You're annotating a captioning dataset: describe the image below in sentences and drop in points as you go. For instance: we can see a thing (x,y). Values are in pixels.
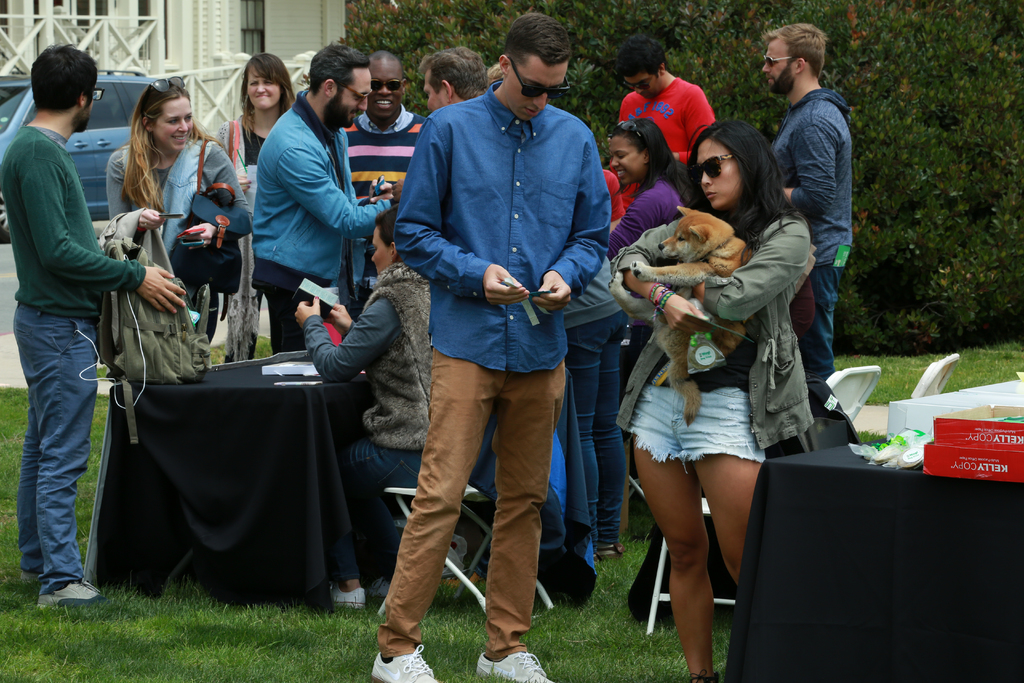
In this image we can see many people (558,154). Some are wearing goggles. There is a lady (629,278) holding an animal (731,234). There are tables (229,382). On the tables (235,396) there are packets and some other items (999,434). Also there are chairs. On the ground (170,624) there is grass (157,613). And there are bags (199,322). In the back (887,25) there is tree (707,49). In the background (167,53) there is a car (101,115) and building (187,42).
